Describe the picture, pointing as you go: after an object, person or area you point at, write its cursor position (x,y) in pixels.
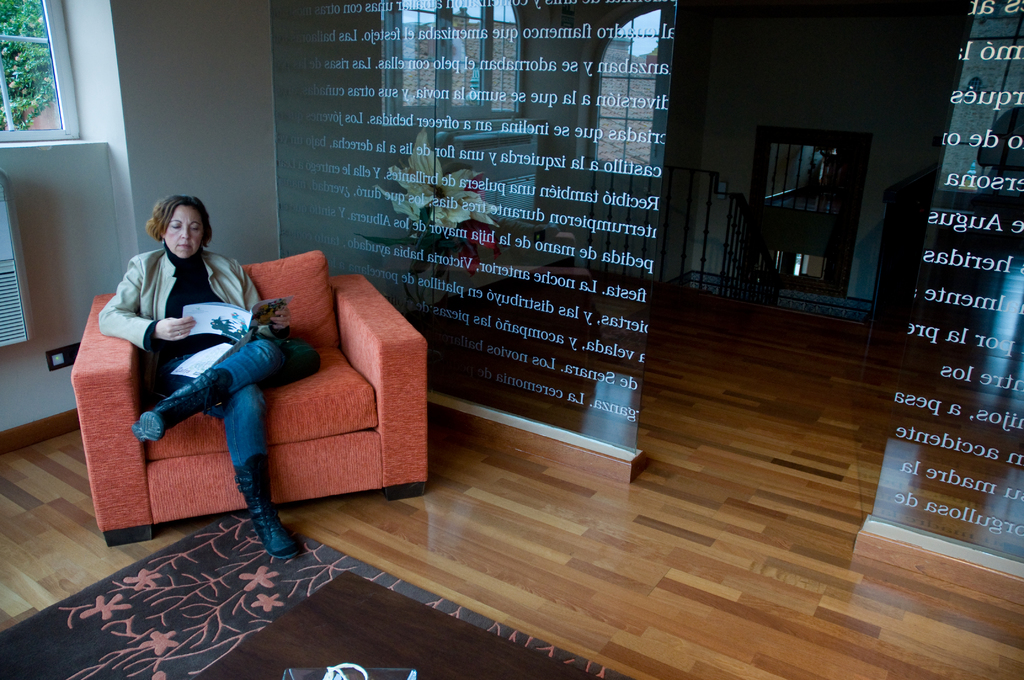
In this picture I can see a person (228,379) sitting on the sofa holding a book (226,327). I can see glass walls (584,298). I can see the carpet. I can see a glass window (37,86) on the left side (8,80). I can see the metal grill window (803,216).
